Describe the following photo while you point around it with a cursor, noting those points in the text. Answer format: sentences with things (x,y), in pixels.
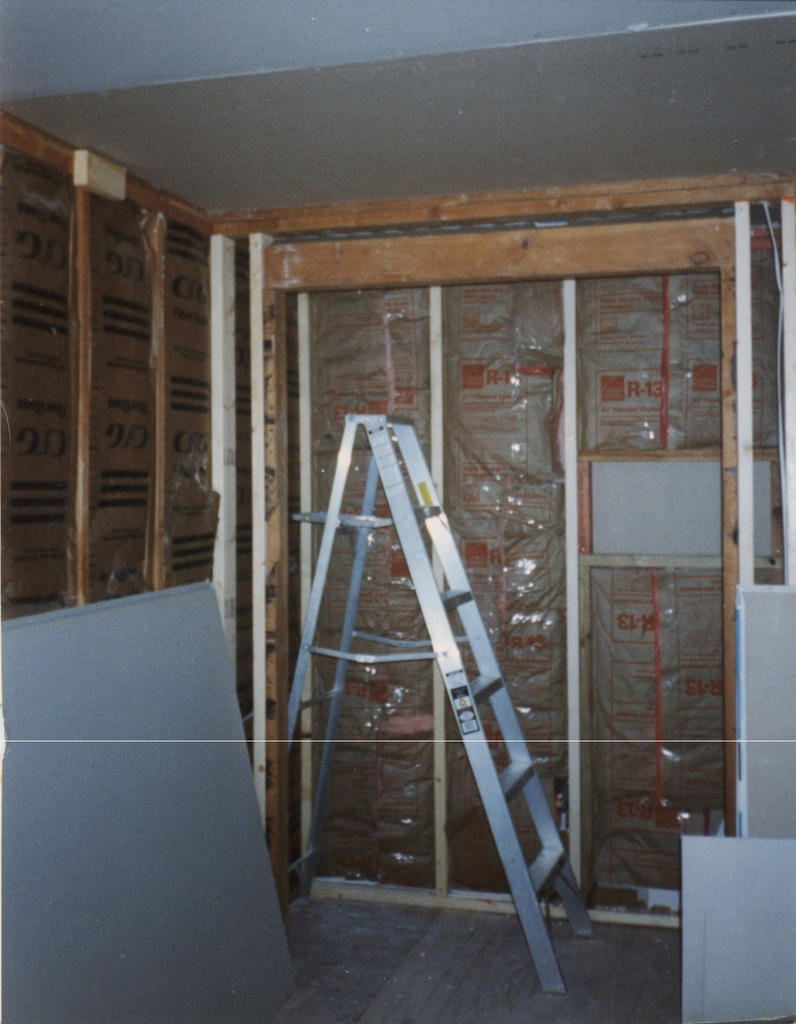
In the image in the center (444,675), we can see boards (795,877) and one ladder (412,549). In the background (387,544) there is a roof (169,53), insulation (397,303) and a few other objects (771,493).
